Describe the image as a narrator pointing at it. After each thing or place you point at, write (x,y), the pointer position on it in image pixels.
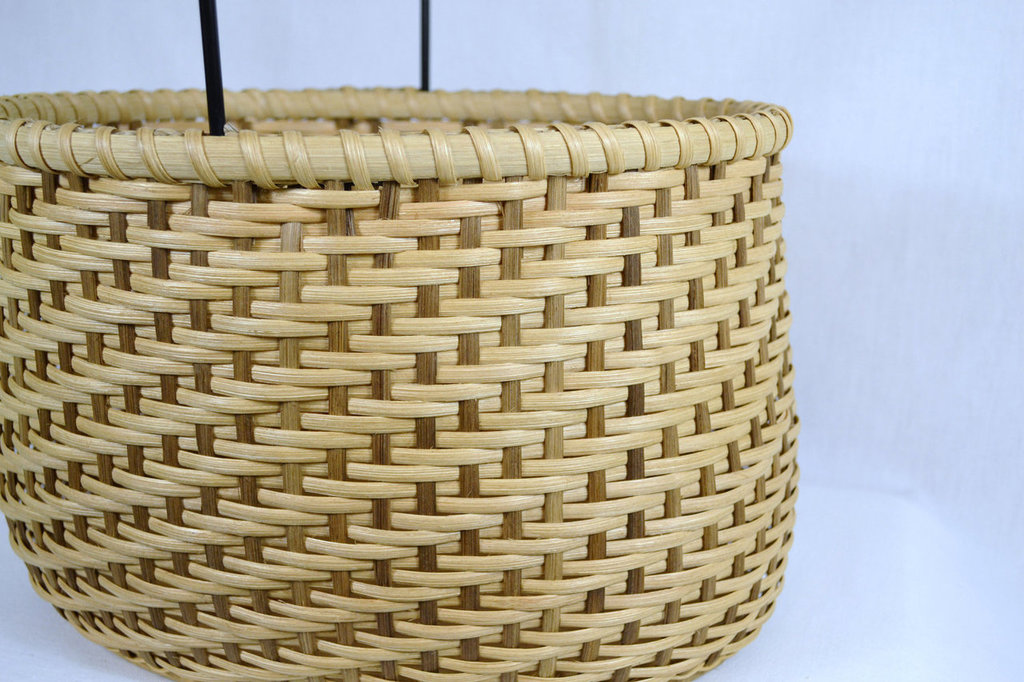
The picture consists of a wooden basket (288,255). In the background (50,36) and at the bottom (818,633) it is white.
